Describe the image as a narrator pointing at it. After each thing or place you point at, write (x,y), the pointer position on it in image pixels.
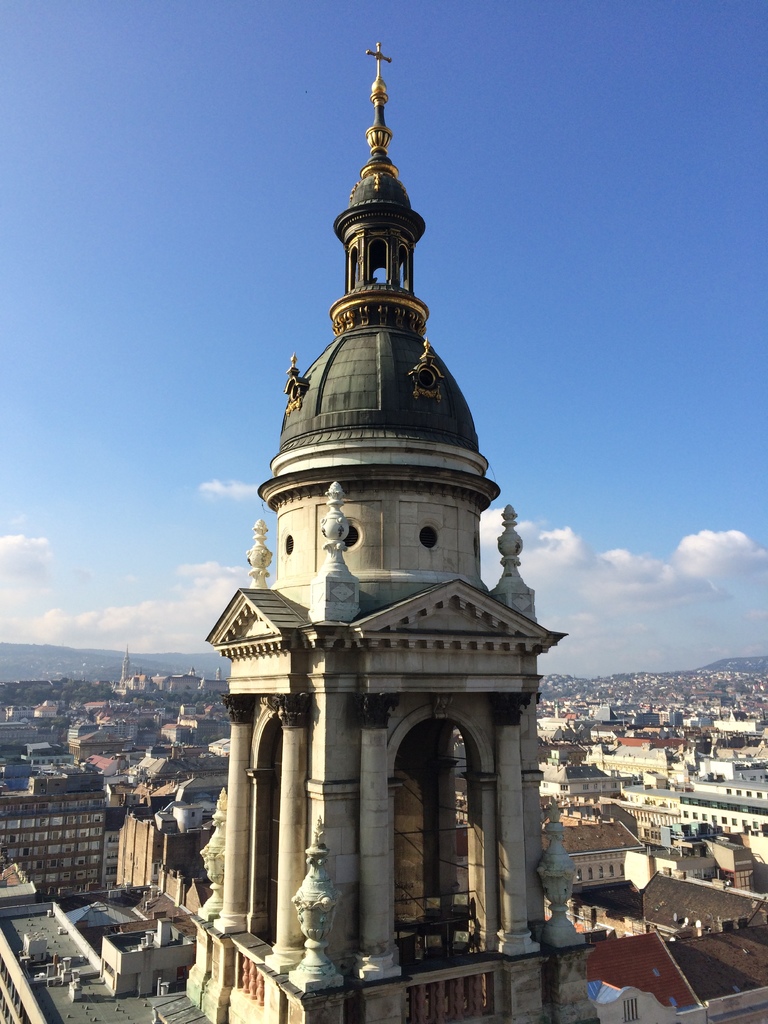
In this image there is a building (413,530) with a cross (377,65) at the top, behind it there are many buildings (82,927), mountains (40,670) and some clouds (68,635) in the sky (251,295).
